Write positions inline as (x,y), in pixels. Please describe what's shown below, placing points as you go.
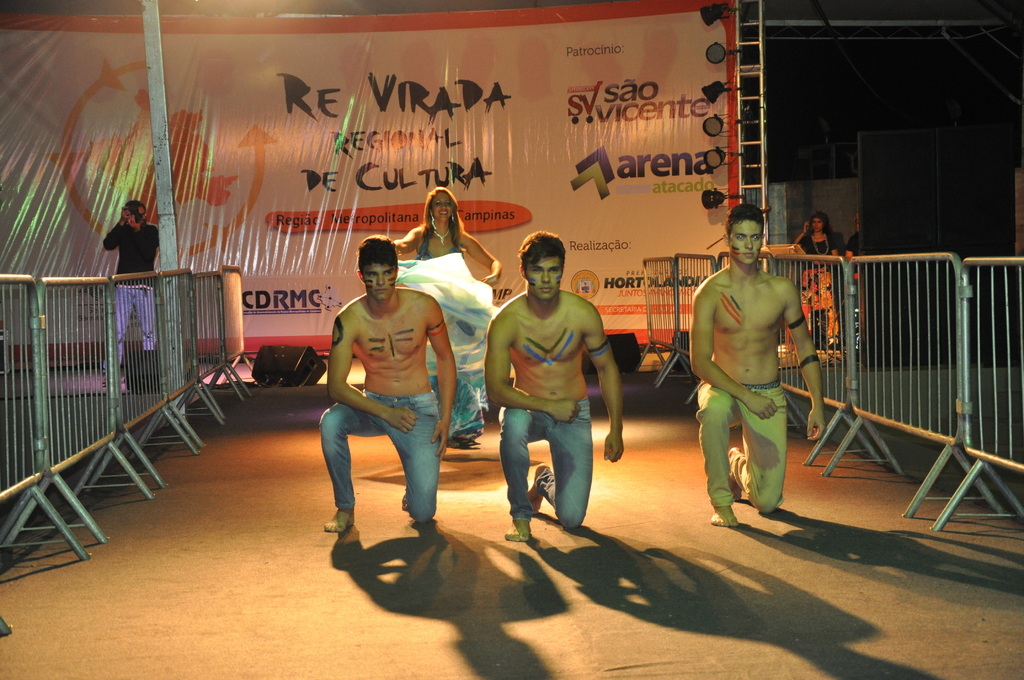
In this image there are three boys (582,387) kneeling on the floor (604,511) without the shirts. It seems like it is a cultural event. There are grills (157,352) on either side of the floor (457,578). In the background (393,135) there is a big banner (411,129). On the left side (148,228) there is a person (136,232) taking the picture with the camera (135,218). At the top (714,62) there are lights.
